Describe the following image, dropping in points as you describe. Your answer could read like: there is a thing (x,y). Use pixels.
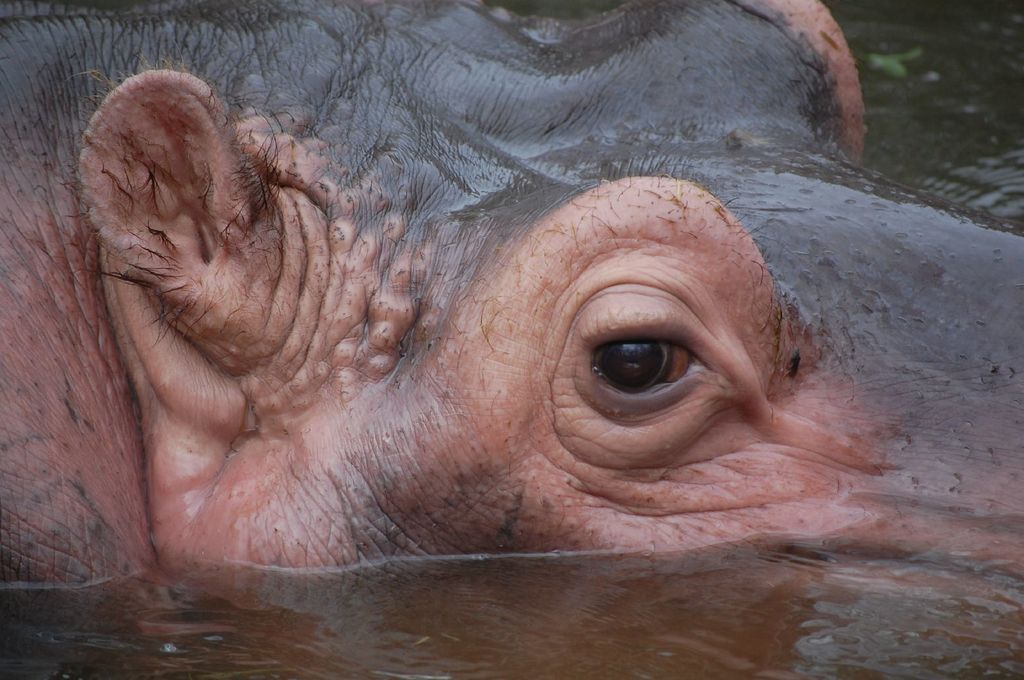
In this image we can see an animal (540,122) in the water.
